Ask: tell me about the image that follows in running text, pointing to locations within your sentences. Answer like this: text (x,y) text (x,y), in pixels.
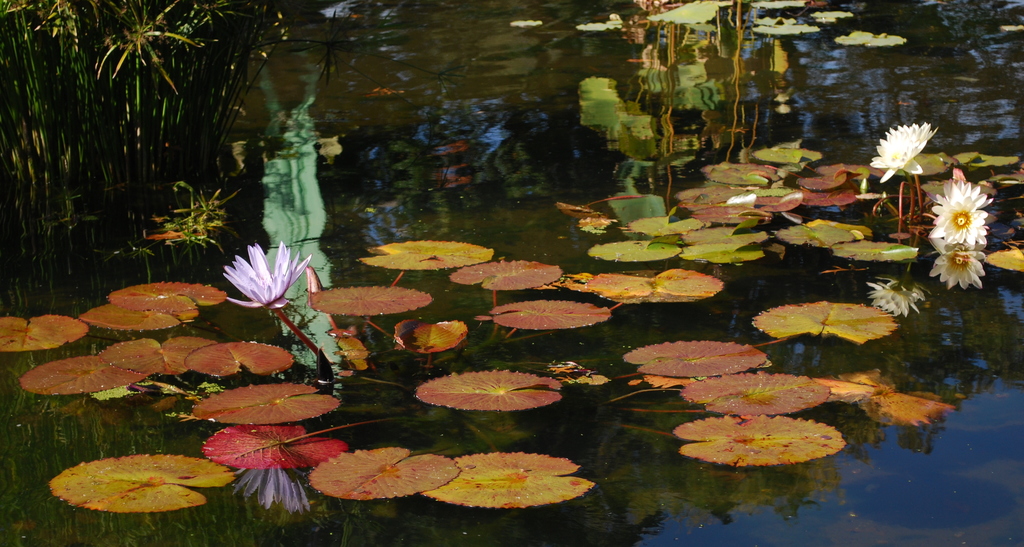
In this image we can see flowers (275,291), leaves (685,238) and plants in a water (551,155).
